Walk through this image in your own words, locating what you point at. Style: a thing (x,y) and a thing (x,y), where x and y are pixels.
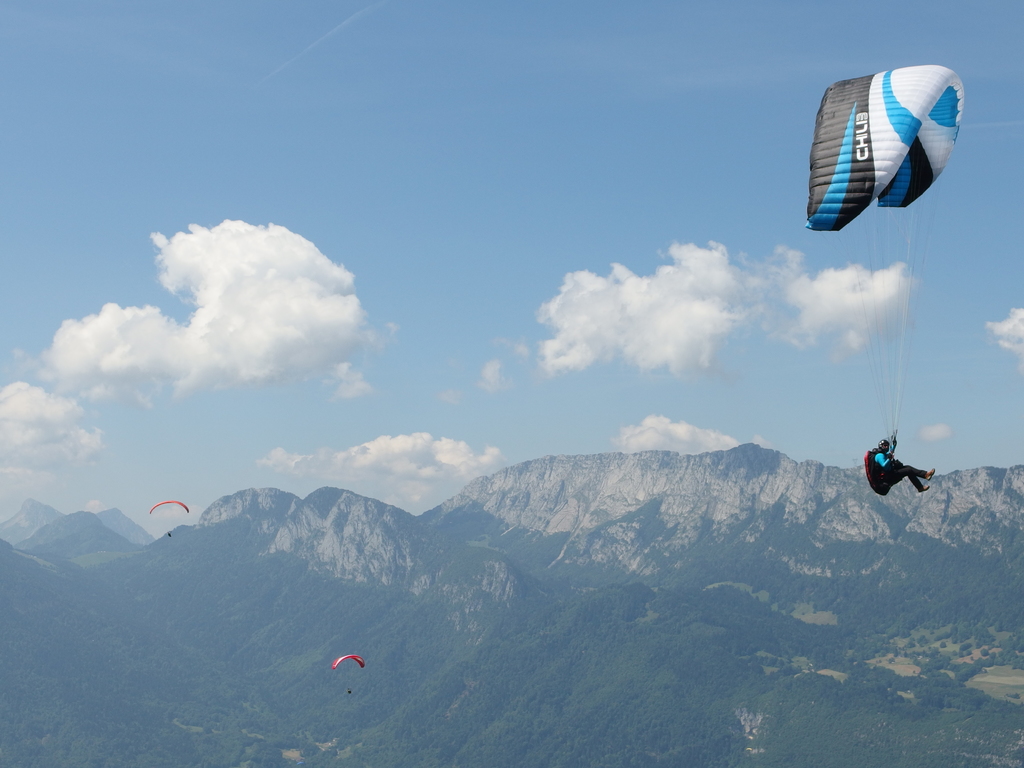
In this image, we can see few paragliders (869,150). On the right side (892,459), we can see a person (897,472) is in the air (818,436). Background (912,428) we can see so many hills (610,544), trees (633,638) and cloudy sky (462,180).
